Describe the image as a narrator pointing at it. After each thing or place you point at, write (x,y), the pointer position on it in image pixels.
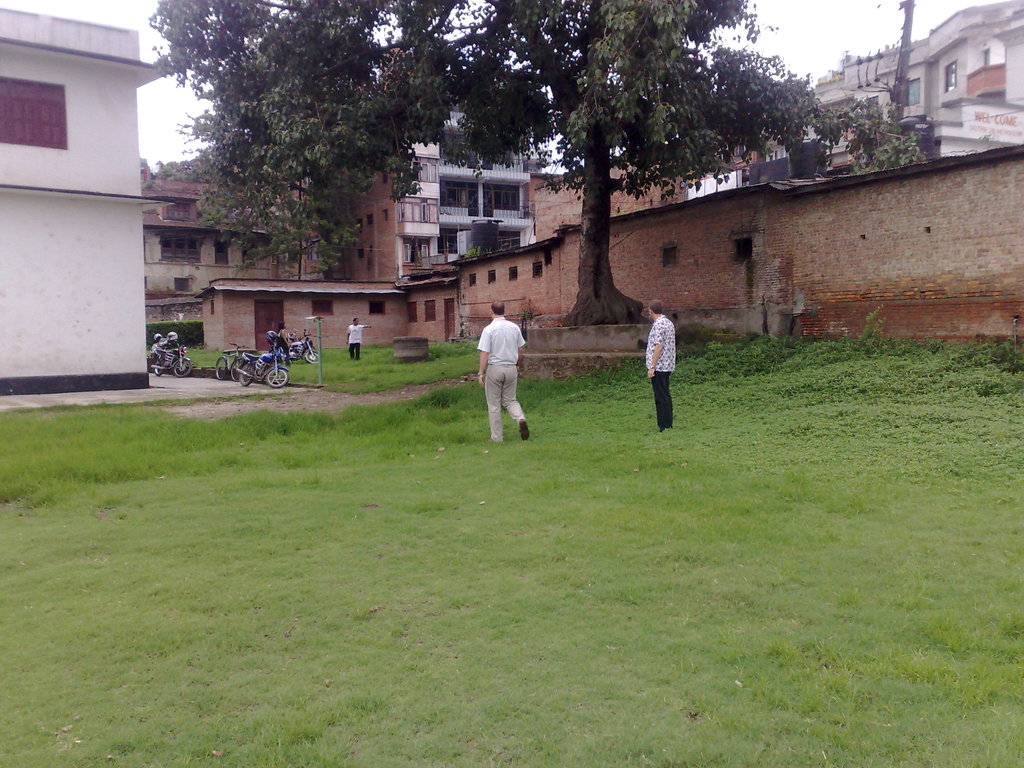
In this image I can see three persons (494,326), two persons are standing and the other person (511,381) is walking. The person (488,364) in front (490,345) is wearing white shirt (500,357), cream pant (506,399), background (352,373) I can see few vehicles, grass (333,372) and trees (359,191) in green color. I can also see few buildings (96,247) in brown and white color and sky (166,98) also in white color.
